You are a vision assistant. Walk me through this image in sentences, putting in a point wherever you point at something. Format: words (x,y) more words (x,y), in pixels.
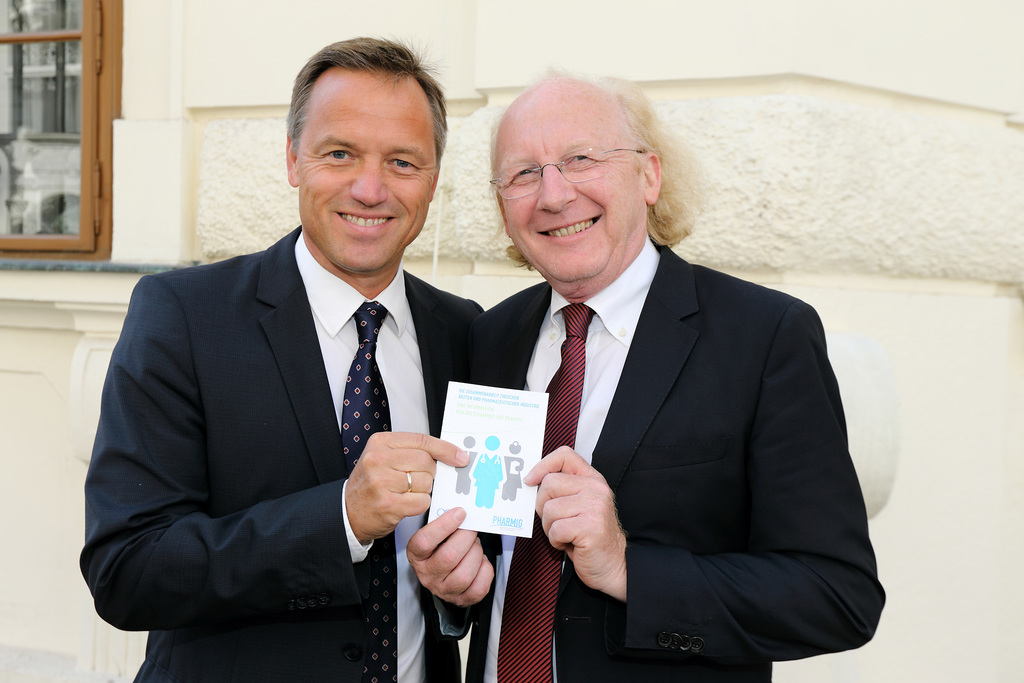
In this image we can see there are two people (436,314) standing and holding a card (520,511). At the back (185,138) there is a wall (115,160) with a window (112,99).
